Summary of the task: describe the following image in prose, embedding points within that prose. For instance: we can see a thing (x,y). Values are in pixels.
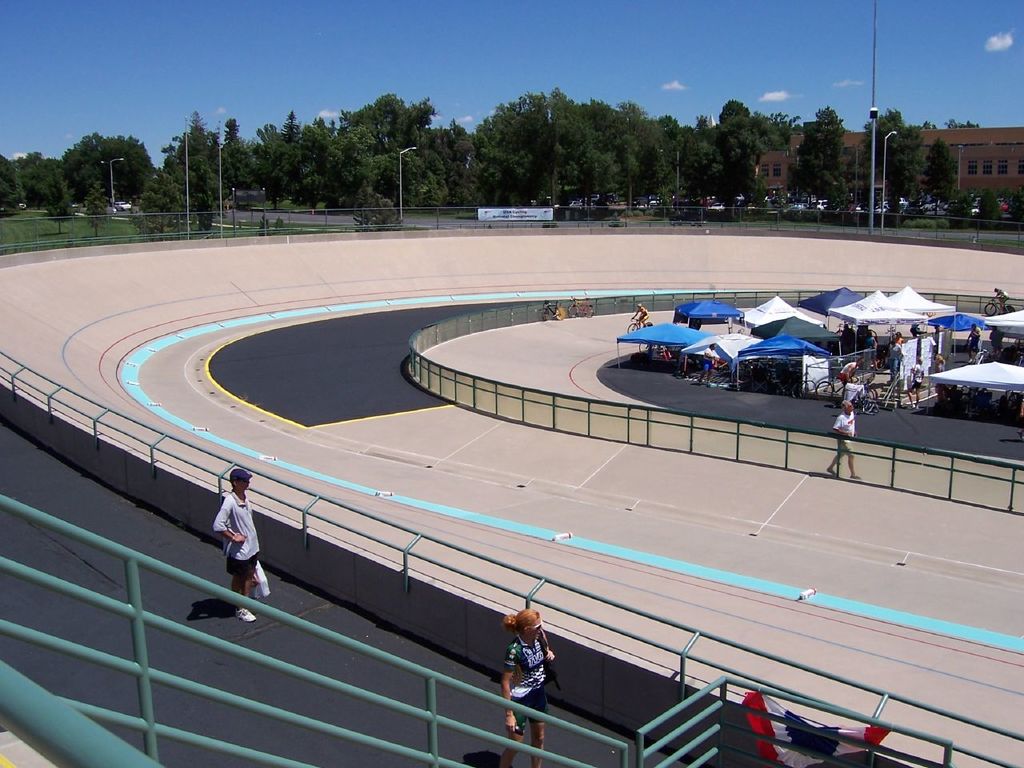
In this image there is the sky (505,78), there are clouds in the sky (690,72), there are trees (515,187), there is a building (990,152) truncated towards the right of the image (990,139), there is a tree (20,181) truncated towards the left of the image (19,195), there is the grass (86,230), there are poles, there are street lights (413,150), there is board (495,212), there is text (504,213) on the boards (516,209), there are tents (822,313), there are tents (981,371) truncated towards the right of the image (941,361), there are bicycles (638,324), there are persons (519,640), there is a flag (760,699), there is a racing track (675,478), there are metal rods (710,711) truncated towards the bottom of the image (685,749).
